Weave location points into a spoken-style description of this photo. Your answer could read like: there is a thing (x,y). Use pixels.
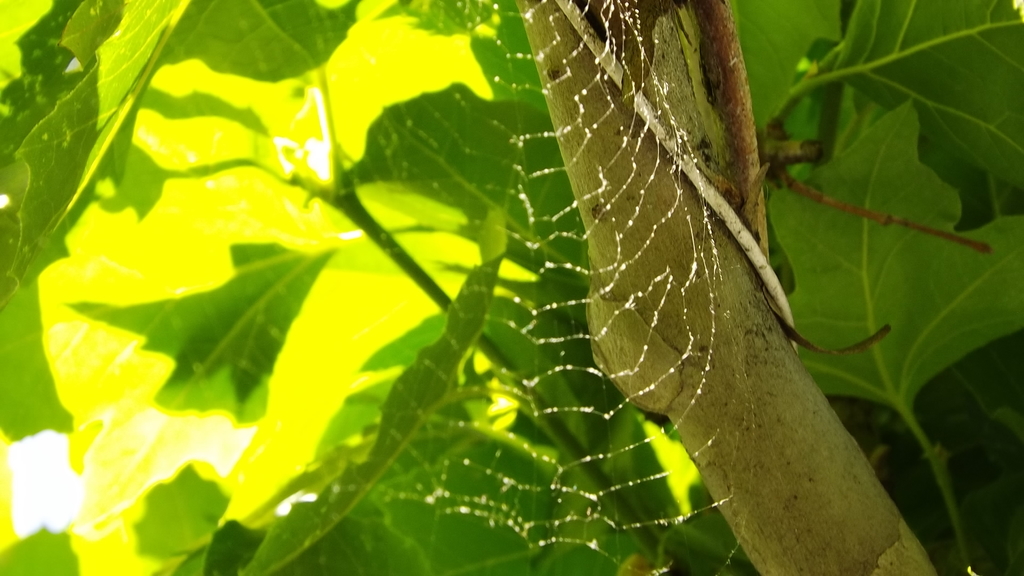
In this picture we can see leaves (942,135), branch (864,474), stems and spider web (528,373).
